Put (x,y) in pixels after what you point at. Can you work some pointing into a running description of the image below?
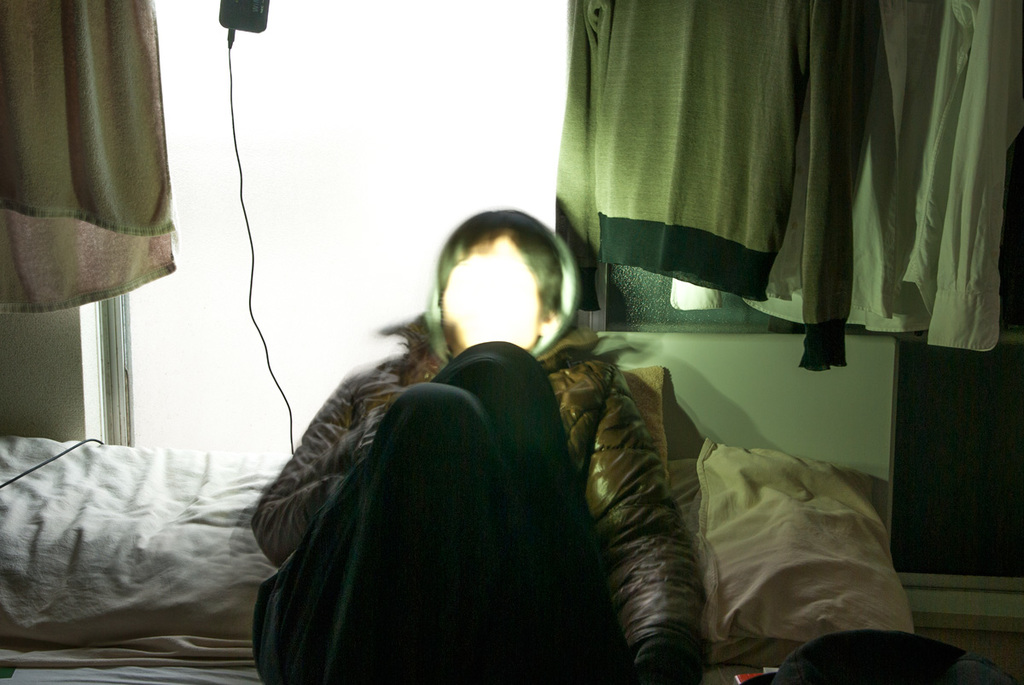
In this picture we can see person (499,420) sitting on bed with pillow (641,393) in his back (622,375) and in the background (440,245) we can see some shirts (869,71), wall (671,385), wire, cloth (140,165).
